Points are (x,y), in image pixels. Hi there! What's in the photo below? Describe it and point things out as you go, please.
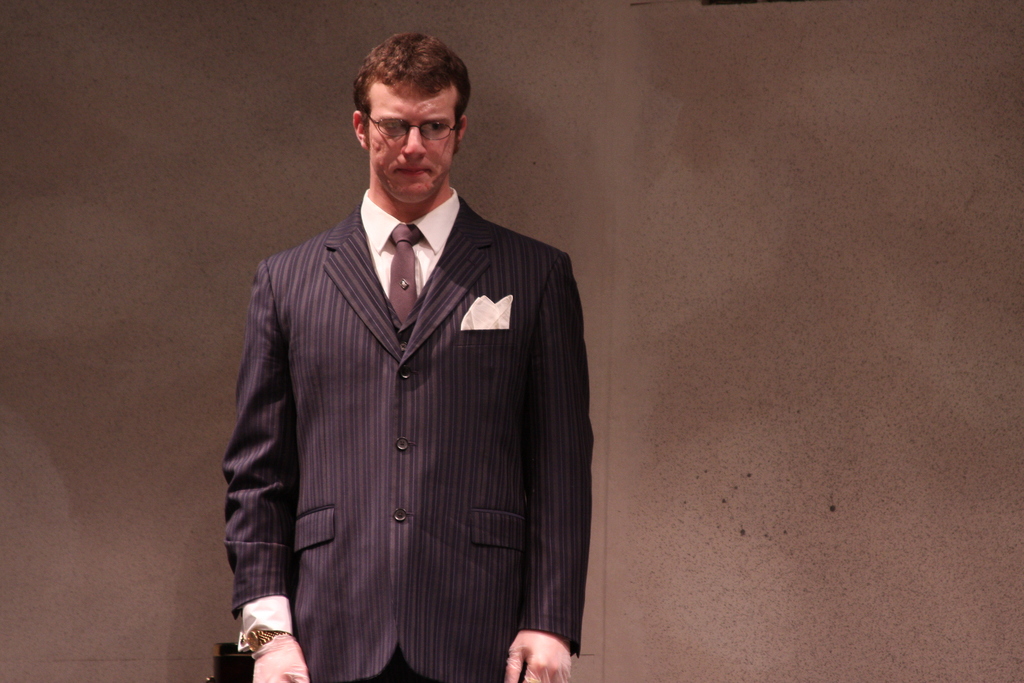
In this image I can see the person (521,436) standing and the person (395,544) is wearing black blazer (472,344), white shirt (419,247) and brown color tie (415,252) and I can see the brown color background (178,206).
